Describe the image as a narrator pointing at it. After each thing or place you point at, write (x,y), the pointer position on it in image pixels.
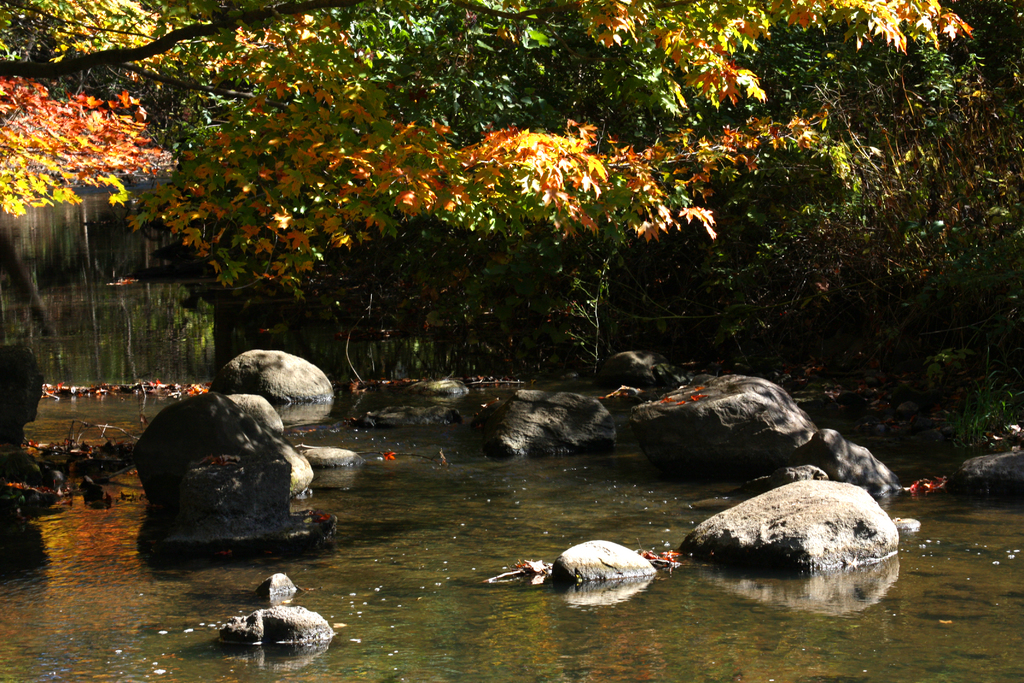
In this picture we can see stones (179,429), leaves (68,391) on the water (91,262) and in the background (29,119) we can see trees (713,144).
